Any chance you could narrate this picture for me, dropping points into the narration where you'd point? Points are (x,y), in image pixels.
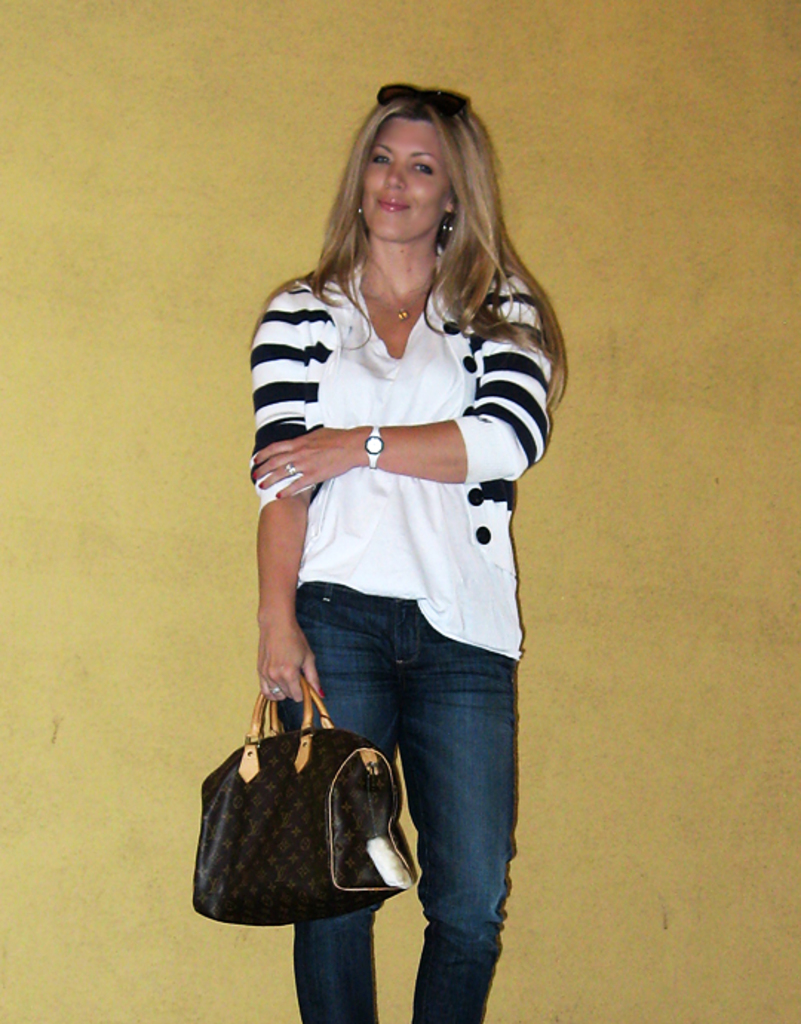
This person (453,216) standing and smiling and holding bag (218,780), wear glasses (432,102). On the background (331,61) we can see wall (294,68).
